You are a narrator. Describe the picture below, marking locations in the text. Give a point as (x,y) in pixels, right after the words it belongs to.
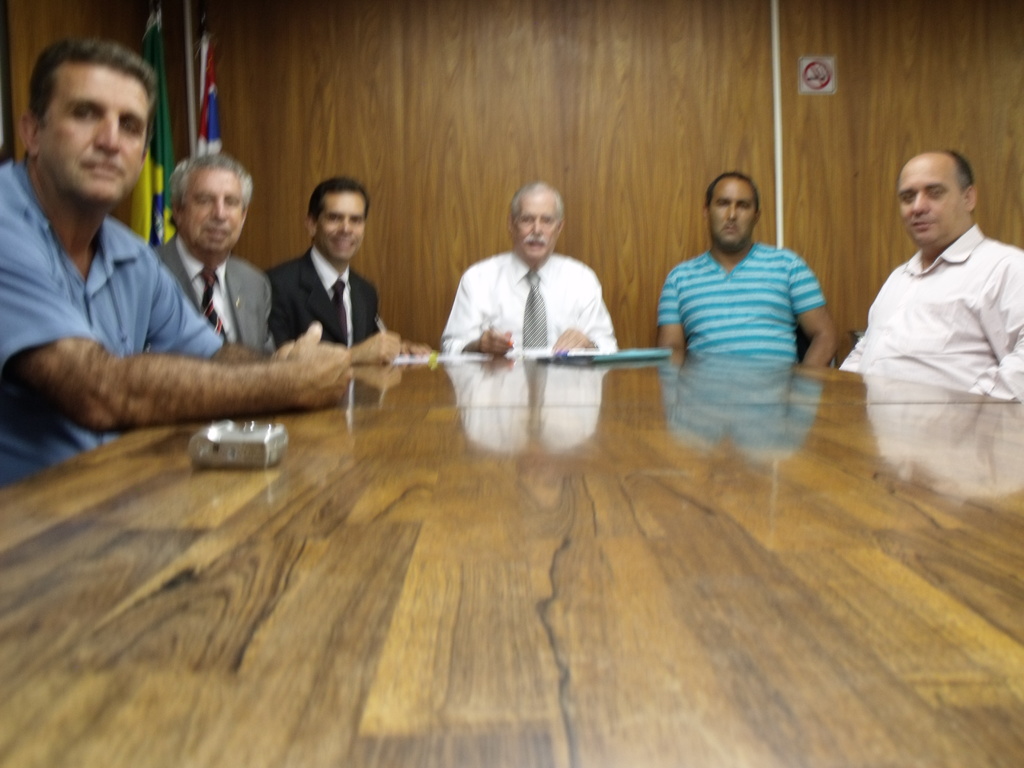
In this image I can see few people (609,313) are sitting on the chairs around the table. In the background (200,130) I can see two flags (218,124).
